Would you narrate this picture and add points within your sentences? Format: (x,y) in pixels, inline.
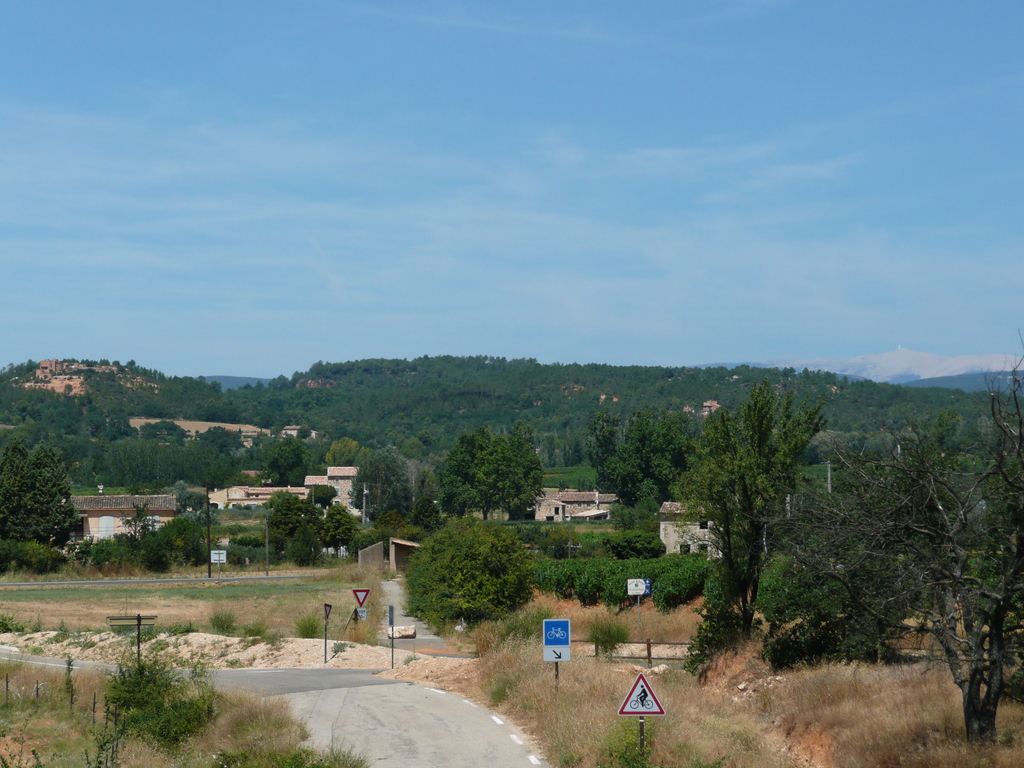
In this picture, we can see some trees (917,507), plants (946,742), poles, sign boards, hills (976,361) covered with some plants (409,418), buildings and the sky (841,356) with clouds (569,232).
